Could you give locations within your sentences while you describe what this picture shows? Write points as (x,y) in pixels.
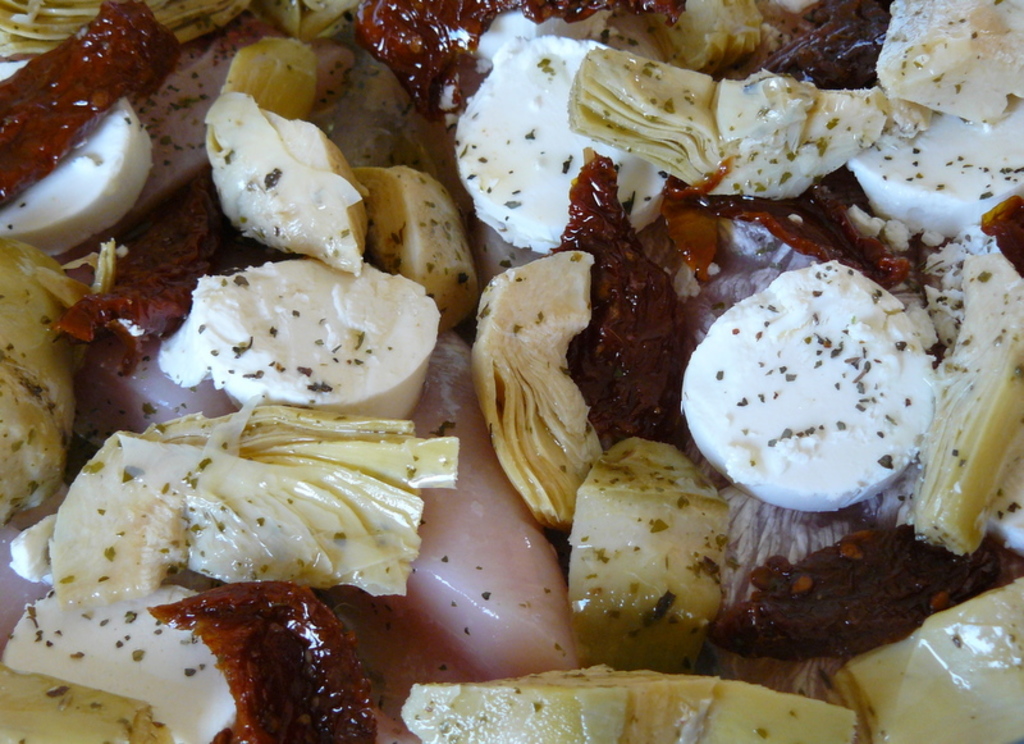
There is a dish (366,95) made with meat (549,596), artichoke pieces (400,511), cheese (391,338), and red tomatoes (579,236). And this dish (537,72) is garnished with Seasoning (333,350).
